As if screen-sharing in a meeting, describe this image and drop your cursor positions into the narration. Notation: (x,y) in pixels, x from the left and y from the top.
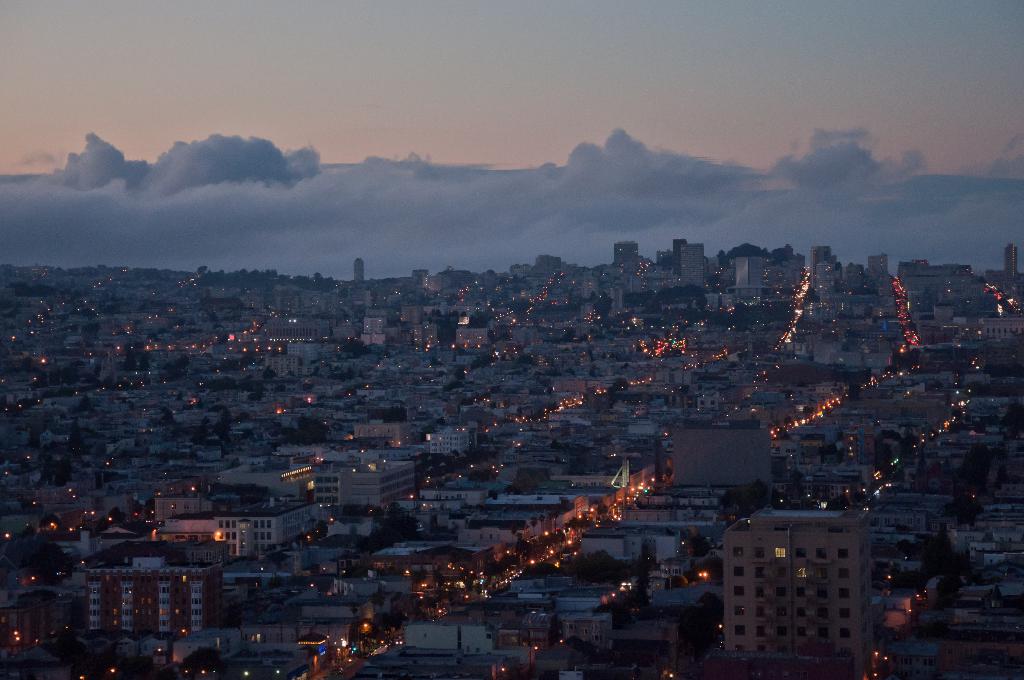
In this picture we can observe houses (208,494) and buildings (753,591). There are some lights (809,276). In the background (300,148) we can observe a sky (342,193) with clouds (640,186).
